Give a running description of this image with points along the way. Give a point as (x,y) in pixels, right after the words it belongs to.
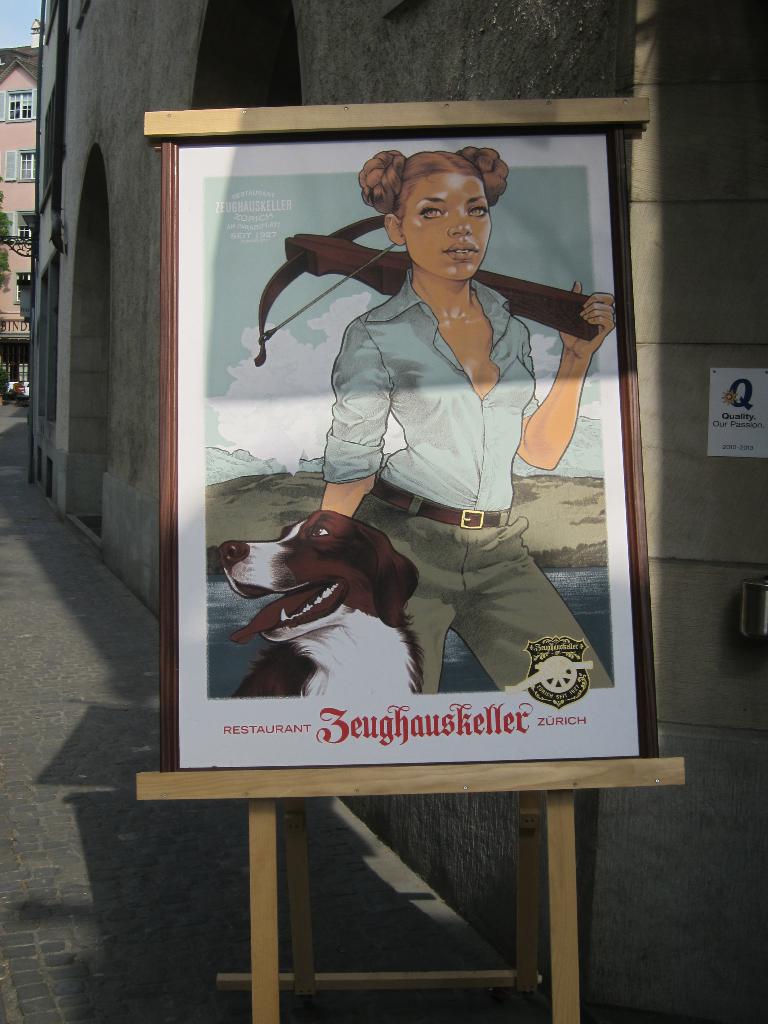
In this image, we can see a board (233,350) contains depiction of a person (464,399), dog (348,594) and some text (500,726). In the background (714,886), we can see a wall (717,848).
